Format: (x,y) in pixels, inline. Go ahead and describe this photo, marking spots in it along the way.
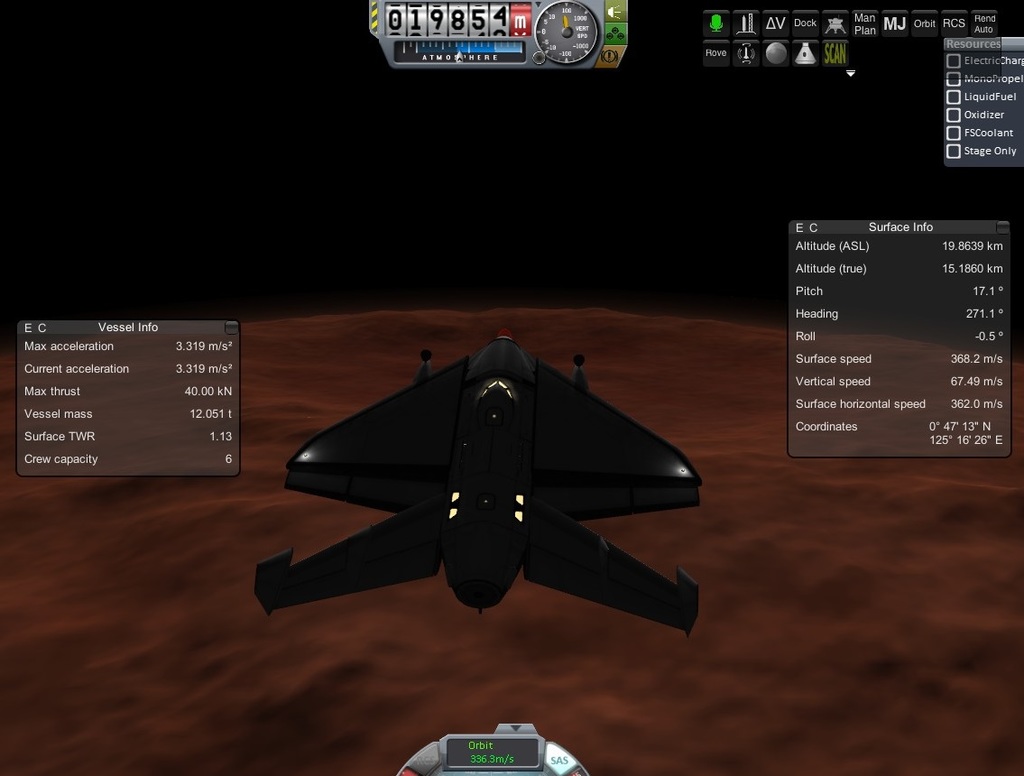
This is an animated image. In this picture, we see a jet plane (490,517) and it is in black color. On the left side (83,363) and on the right side (818,317), we see some text (920,406) displayed. At the top (594,34), we see the meter (584,50) and beside that, we see the reading (466,34) displayed. In the background (471,246), it is black in color. At the bottom (740,646), it is brown in color. This might be the computer game.
